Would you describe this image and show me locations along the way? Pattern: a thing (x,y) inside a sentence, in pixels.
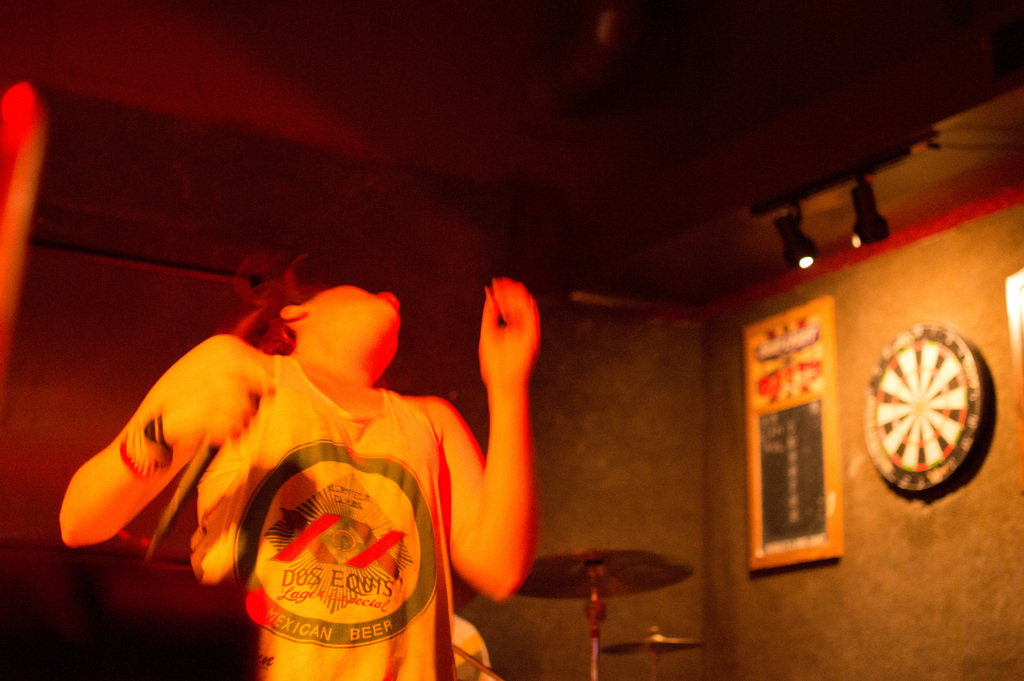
A person (346,496) is dancing, this person (375,553) wore a top (363,553). On the right side (790,259) there are lights (796,218).
